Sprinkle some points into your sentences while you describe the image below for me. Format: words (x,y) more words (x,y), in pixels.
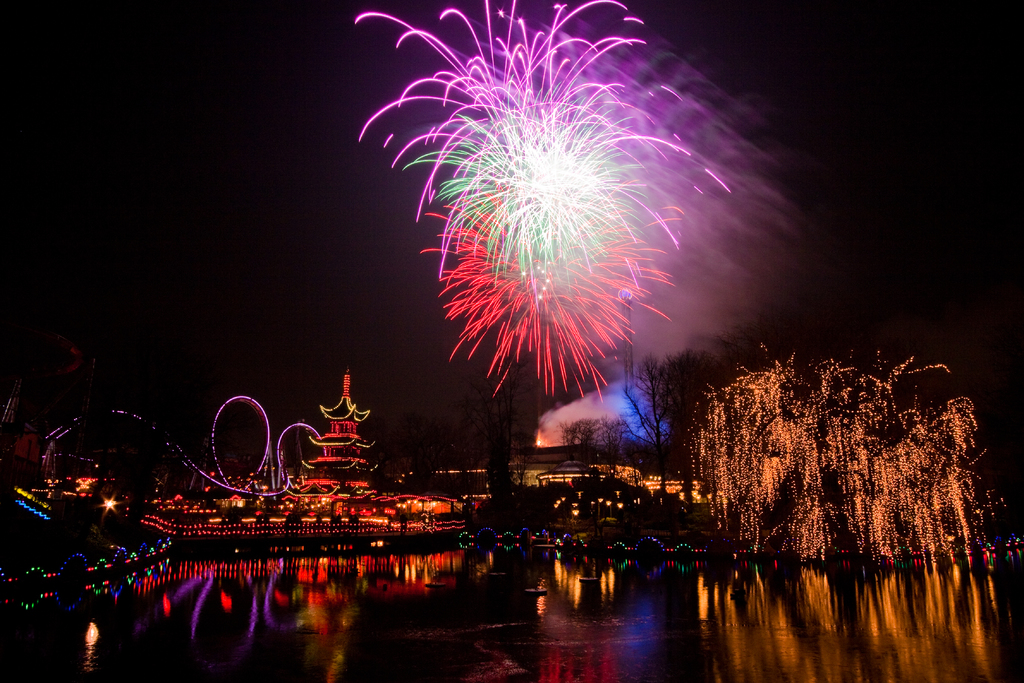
This is the picture of a city (183,526). In this image there are lights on the water (379,570). At the back (611,496) there are buildings (567,463) and trees (641,447). At the top (243,144) there is sky (243,144) and there are crackers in the sky (352,184). At the bottom (417,637) there is water (452,639). There are lights (776,394) on the trees (789,463) and buildings (334,482).
